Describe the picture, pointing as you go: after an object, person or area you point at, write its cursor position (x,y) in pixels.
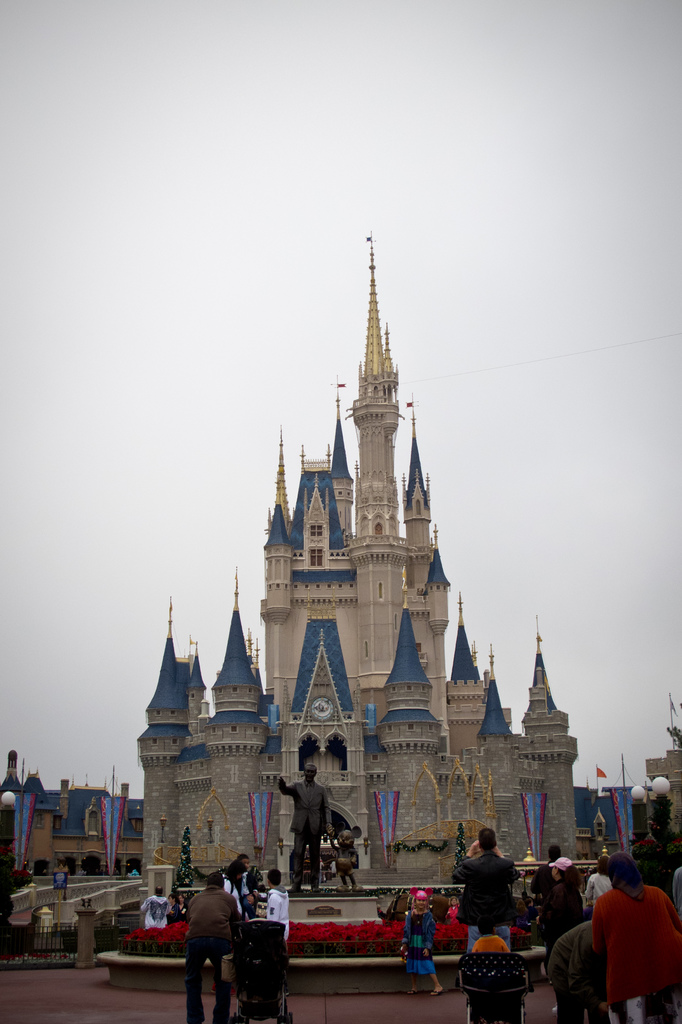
In this image I can see group of people (668,959) standing, in front I can see a building (435,667) in white and blue color. I can also see a statue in brown color and the sky (452,386) is in white color.
